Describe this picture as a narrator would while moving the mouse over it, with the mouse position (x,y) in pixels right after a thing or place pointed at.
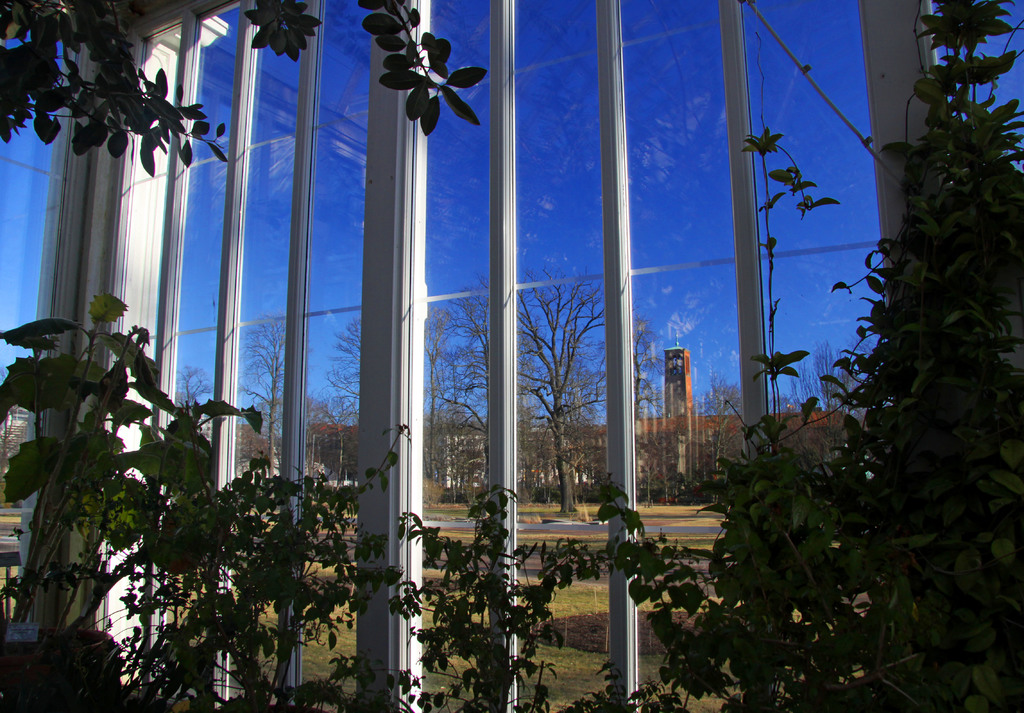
At the bottom of the image (232,615) there are potted plants (258,576). Behind them there are glass walls (523,267). Behind them there are trees (590,442). Behind the trees (446,419) there are buildings (704,429) and also there is sky (717,194).
